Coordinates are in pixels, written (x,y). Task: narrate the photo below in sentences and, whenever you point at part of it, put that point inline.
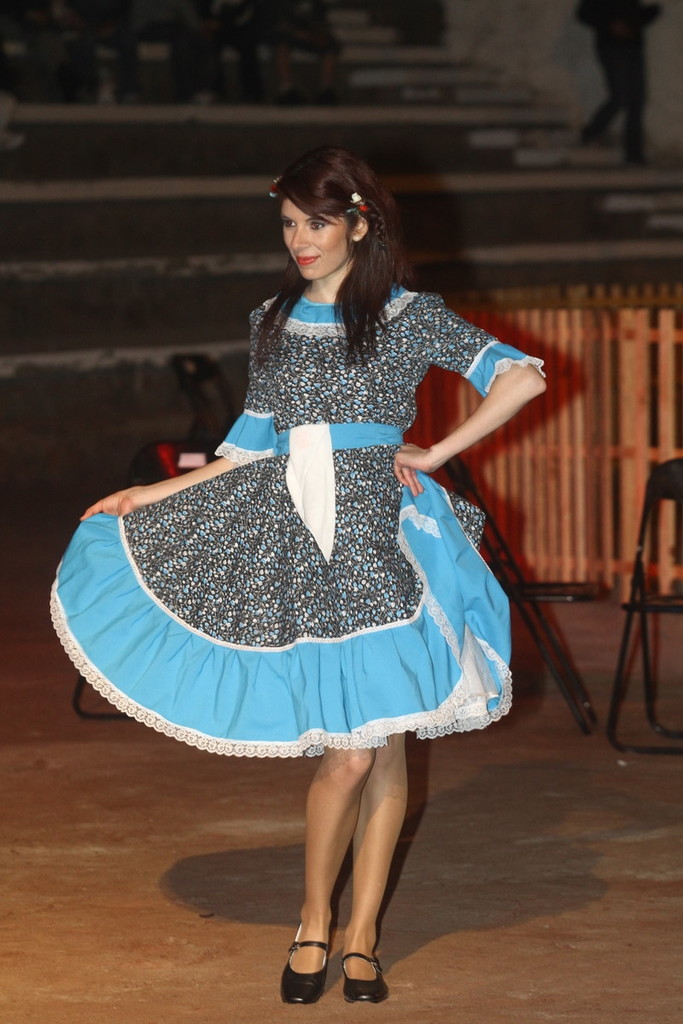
In this image we can see there is a girl (342,545) and looking to the left side of the image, behind her there are two chairs (599,588) and a wooden fence (569,458).
